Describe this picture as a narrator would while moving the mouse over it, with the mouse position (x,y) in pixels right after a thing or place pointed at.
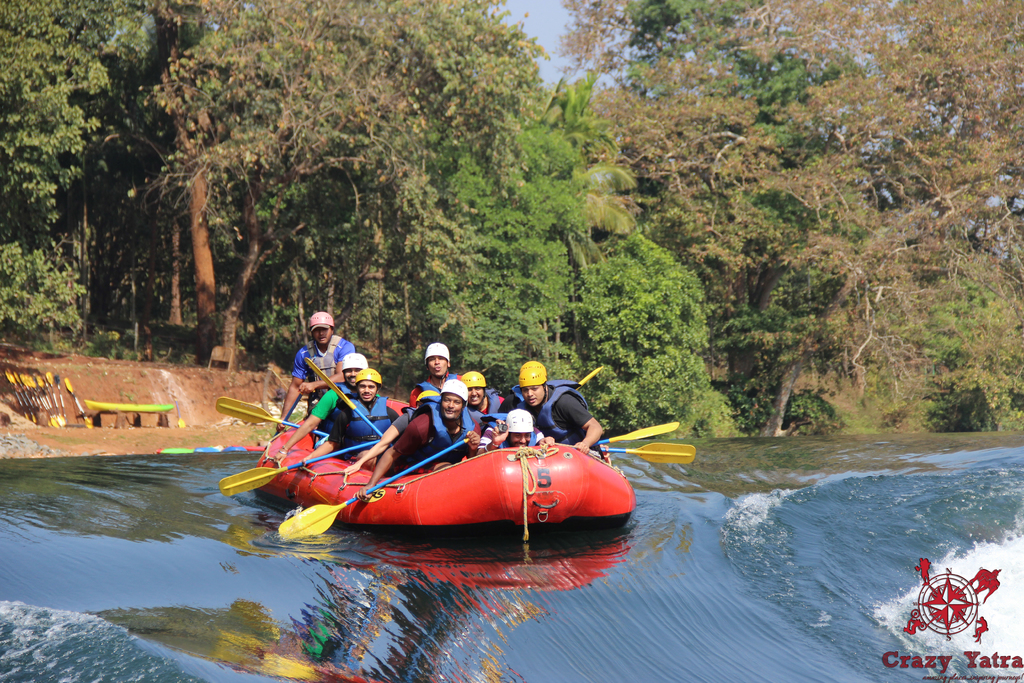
In this image I can see the water (731,570) and on the surface of the water (622,572) I can see a boat (486,488) which is red in color. On the boat (478,465) I can see few persons (465,412) wearing helmets (471,374) and holding paddles (394,477) in their hands (360,493). In the background (205,410) I can see the ground (184,413), few trees (257,235) and the sky (549,68).
